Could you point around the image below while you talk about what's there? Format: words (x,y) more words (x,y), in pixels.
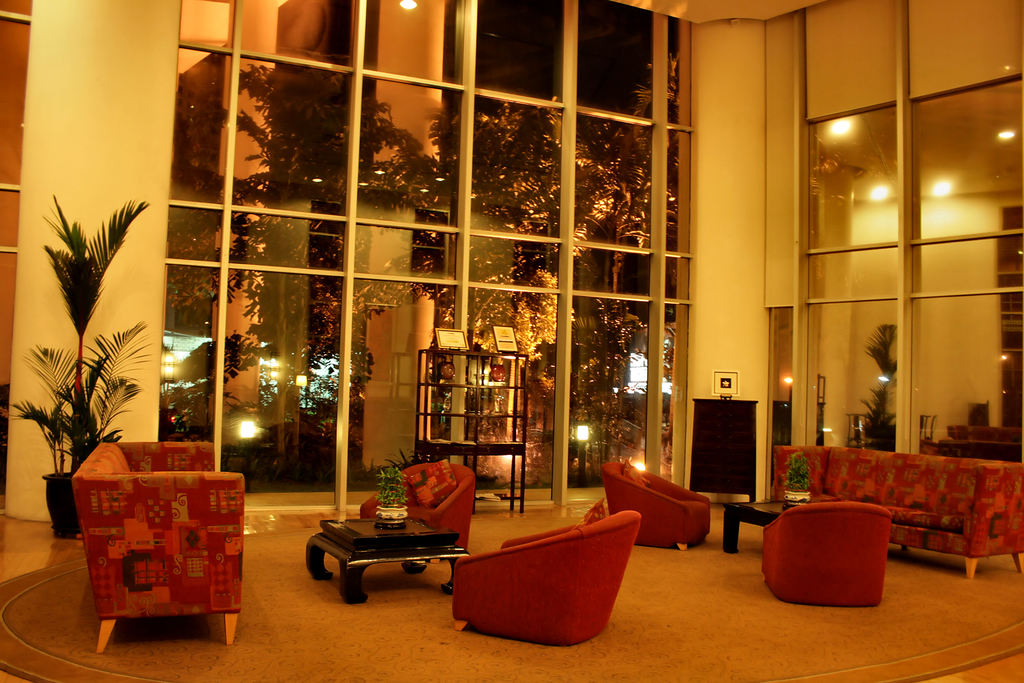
In this picture we can see two couches (883,492) are there and some chairs (595,576) in between them there is a table (378,549) on the table (379,538) we have flower vase (392,496) back side we can see the glass window (408,319) can see the outside of it there so many trees (488,187) outside in the room (165,629) there is a one potted plant (72,429).
